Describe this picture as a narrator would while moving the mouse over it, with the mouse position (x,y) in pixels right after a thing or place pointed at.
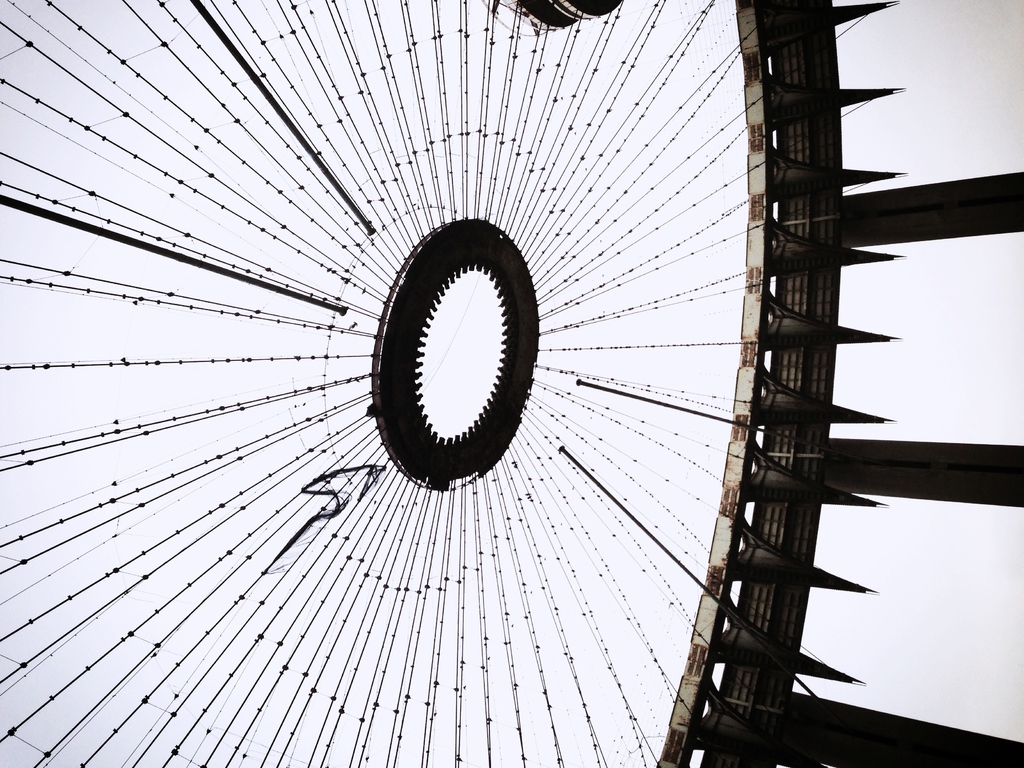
In this picture we can see cables (728,187) and metal rods (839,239).
